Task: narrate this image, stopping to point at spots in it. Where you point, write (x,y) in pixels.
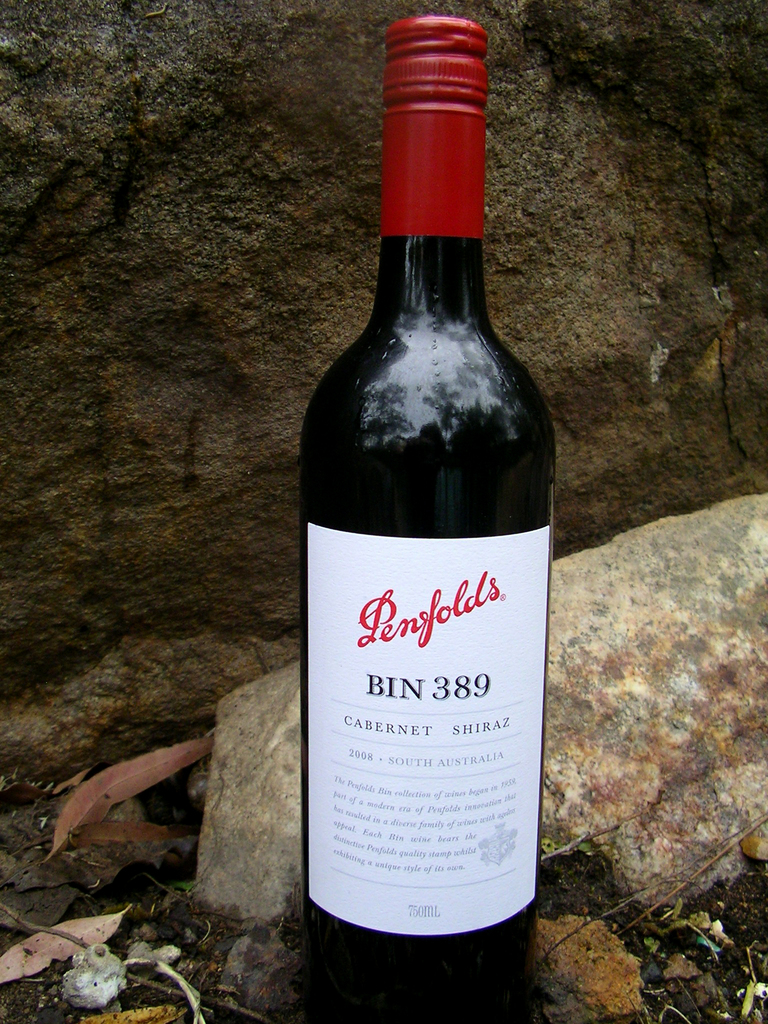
In this image we can see a bottle (463,424) with a label (440,656) and there are rocks (278,811) behind the bottle (385,443).
